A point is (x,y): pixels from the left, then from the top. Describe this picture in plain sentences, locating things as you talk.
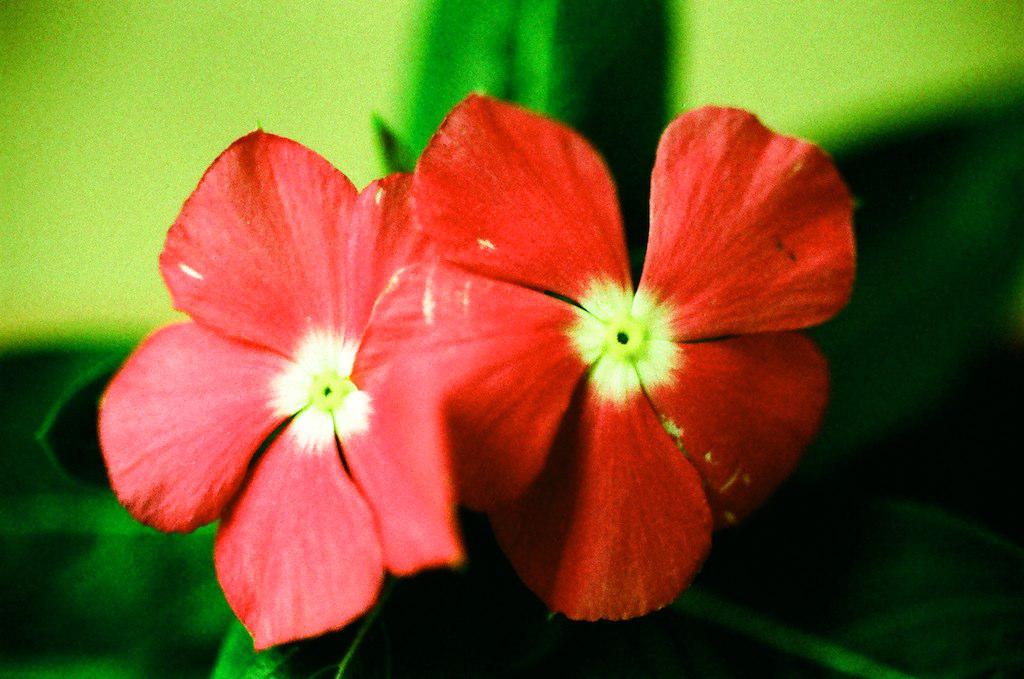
In this image we can see two flowers (286,365) and the blurred background (59,561).
